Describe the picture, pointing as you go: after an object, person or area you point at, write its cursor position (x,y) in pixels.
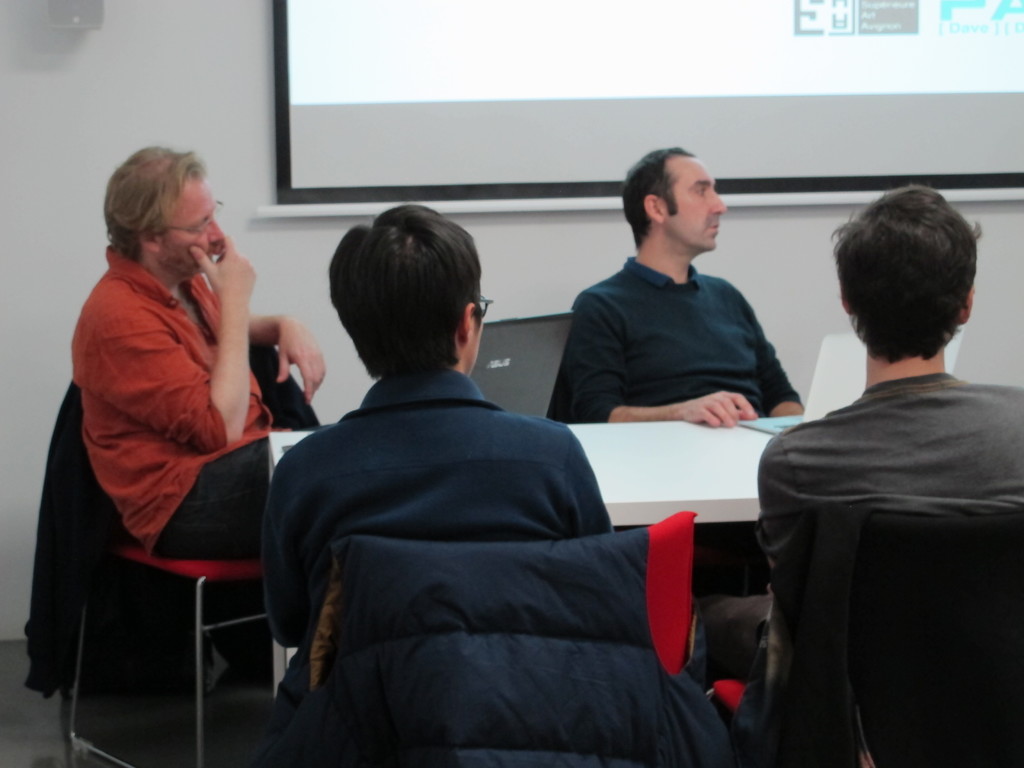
There are group of people (894,496) sitting in chairs (470,558) and there is a table (682,442) in front of them which has laptops (505,361) on it and there is a projected image (663,68) behind them.
